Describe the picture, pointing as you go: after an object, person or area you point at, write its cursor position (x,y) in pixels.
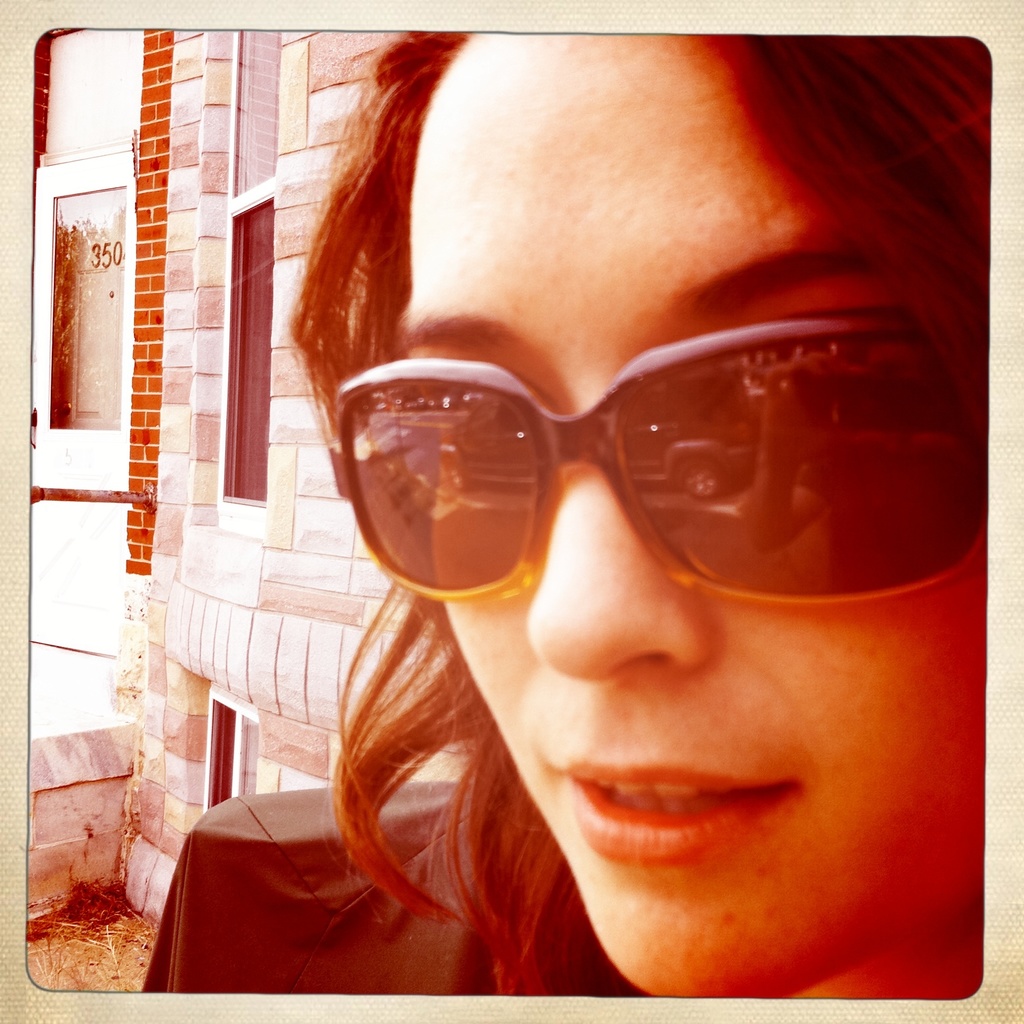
In this image I can see a photograph (689,500) in which I can see a person (683,176) wearing goggles (707,425). In the background (319,159) I can see a building (293,166) and few windows (252,117) of the building (276,48).
